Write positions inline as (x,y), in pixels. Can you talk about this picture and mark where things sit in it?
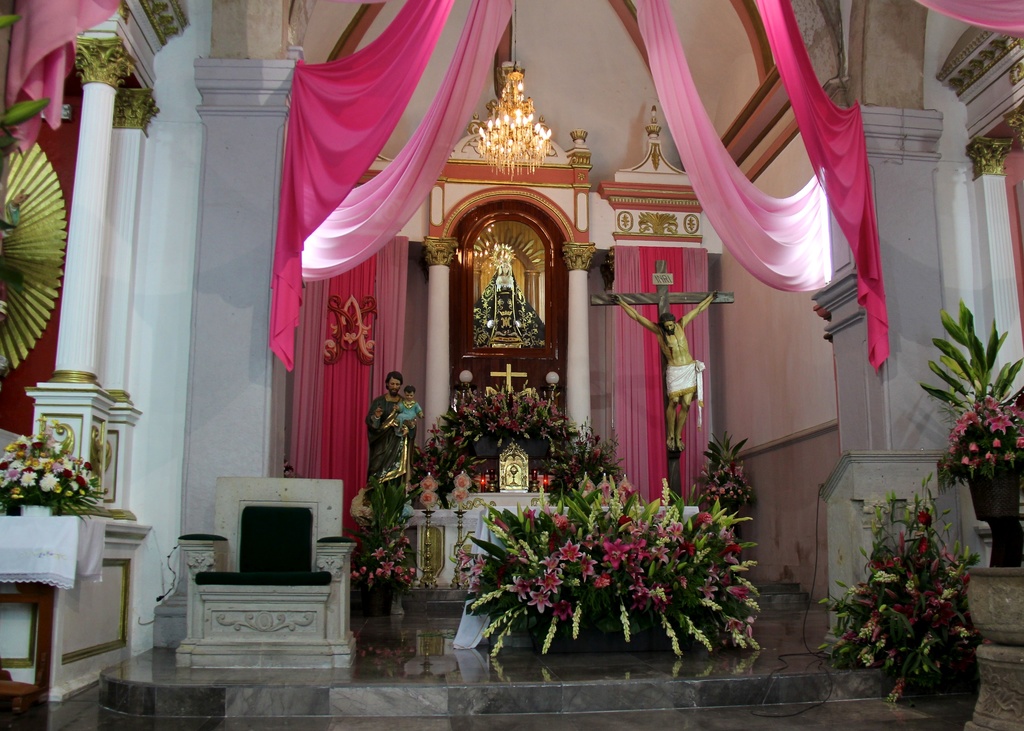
This is the inside view of a church (752,357). Here we can see sculptures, plants (900,642), flowers (593,518), curtains (284,347), lights (510,163), chair (294,558), and wall (716,44).
